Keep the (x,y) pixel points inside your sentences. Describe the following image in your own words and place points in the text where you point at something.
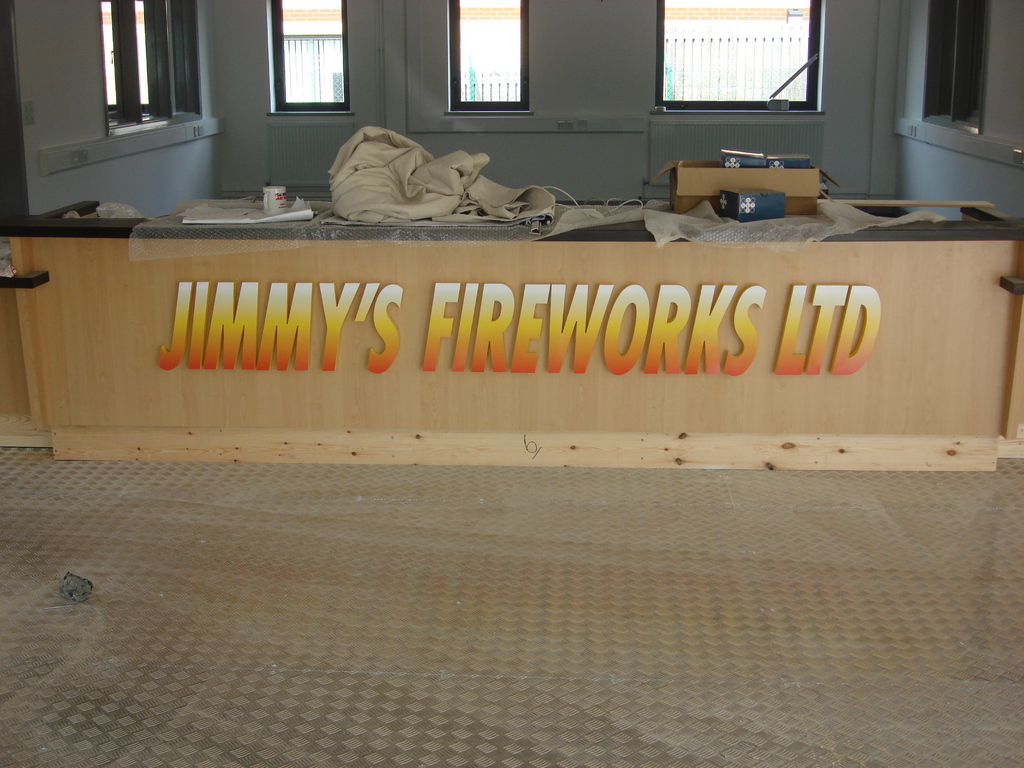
This is the picture of a inner view of a building (183,483) and we can see a wooden wall (345,415) with some text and there are some objects (273,218) and in the background (195,61) we can see the wall (476,122) with windows (705,54).
